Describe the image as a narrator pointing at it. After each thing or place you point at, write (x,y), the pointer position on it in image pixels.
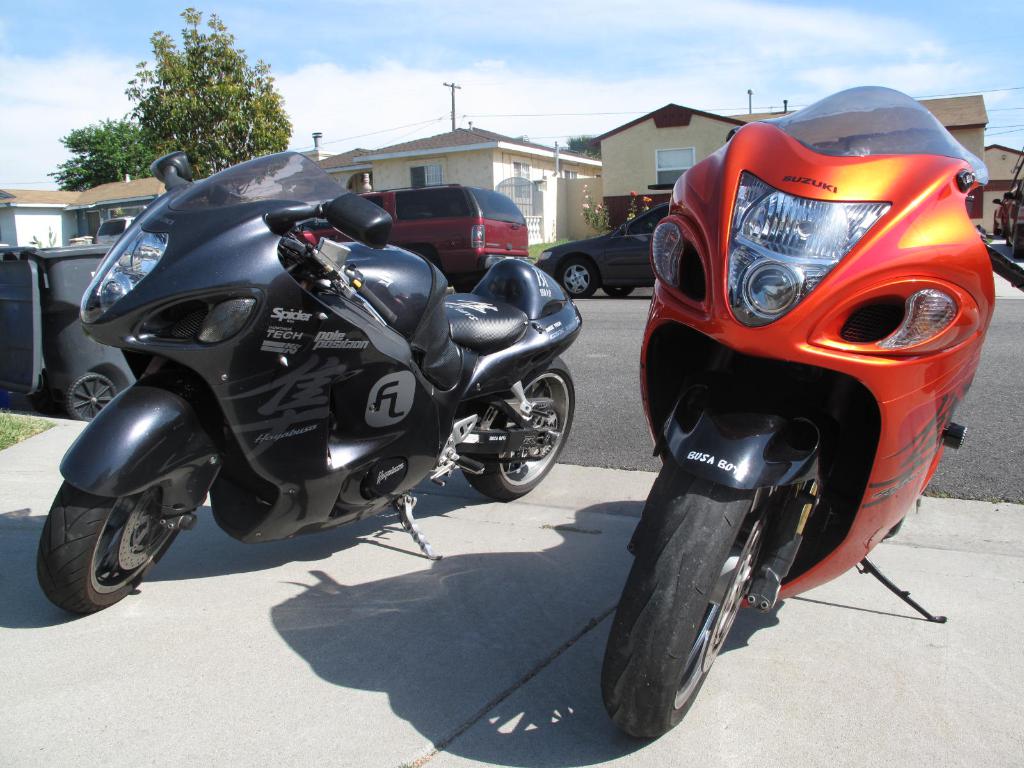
In this picture, we see cars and bikes (546,454) parked on the road (478,541). On the left side (79,304), we see a black color garbage bin (70,342). In the background (446,159), there are buildings (112,187), electric poles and trees (198,57). At the top of the picture (528,125), we see the sky (877,31).
